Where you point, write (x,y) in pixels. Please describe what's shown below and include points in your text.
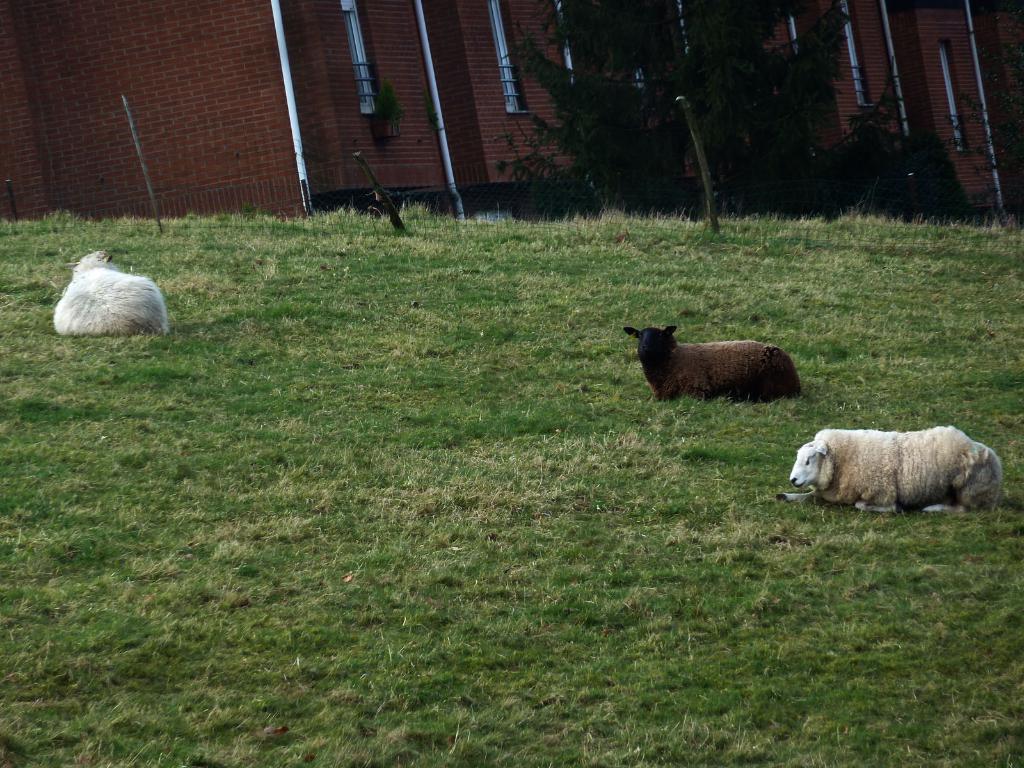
In the foreground of this image (786,577), there are sheep (120,286) on the grass (427,593). At the top (439,150), there is a wall (479,68) and few trees (866,137).
